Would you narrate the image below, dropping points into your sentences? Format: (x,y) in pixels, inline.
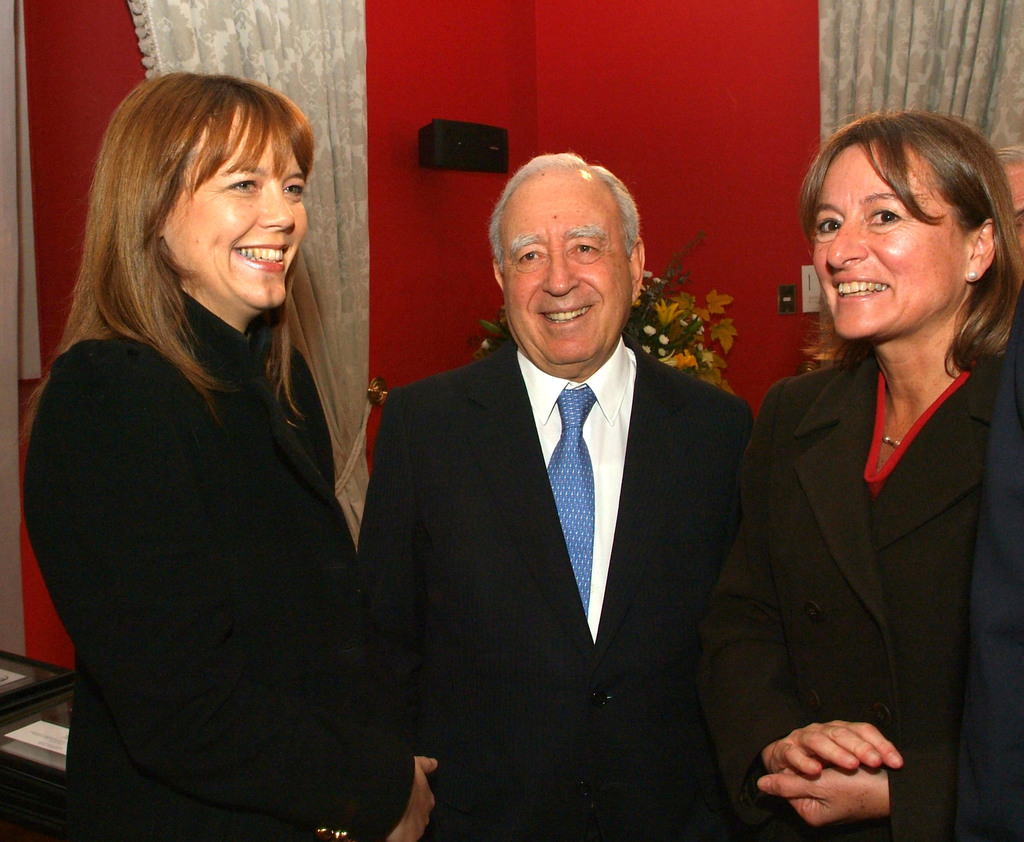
This picture might be taken inside the room (596,306). In this image, we can see three people (282,694) standing. In the background (443,215), we can see plant (723,334) with some flowers (659,356), wall (761,318), curtains (968,98) and a red color wall (522,16).
